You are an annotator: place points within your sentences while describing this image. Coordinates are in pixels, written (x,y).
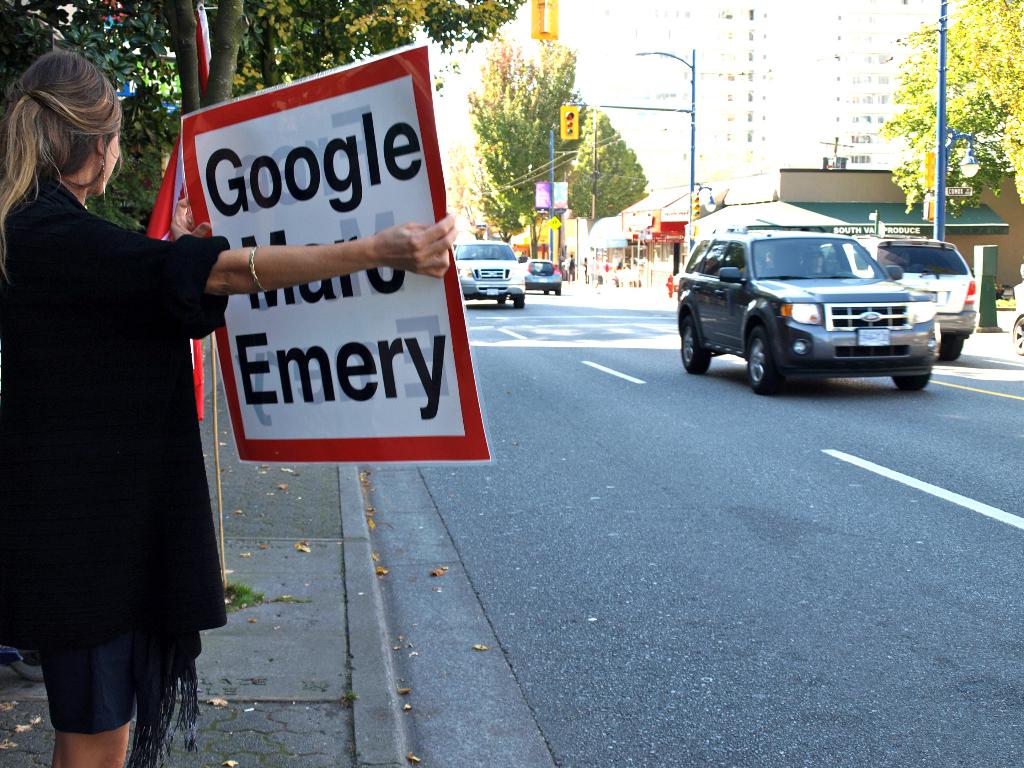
This is the woman (138,517) standing and holding a board (323,127) in her hands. These are the cars (557,271) on the road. I can see a traffic signal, which is attached to a pole (693,91). These are the buildings (861,159). I can see the trees (493,75).
